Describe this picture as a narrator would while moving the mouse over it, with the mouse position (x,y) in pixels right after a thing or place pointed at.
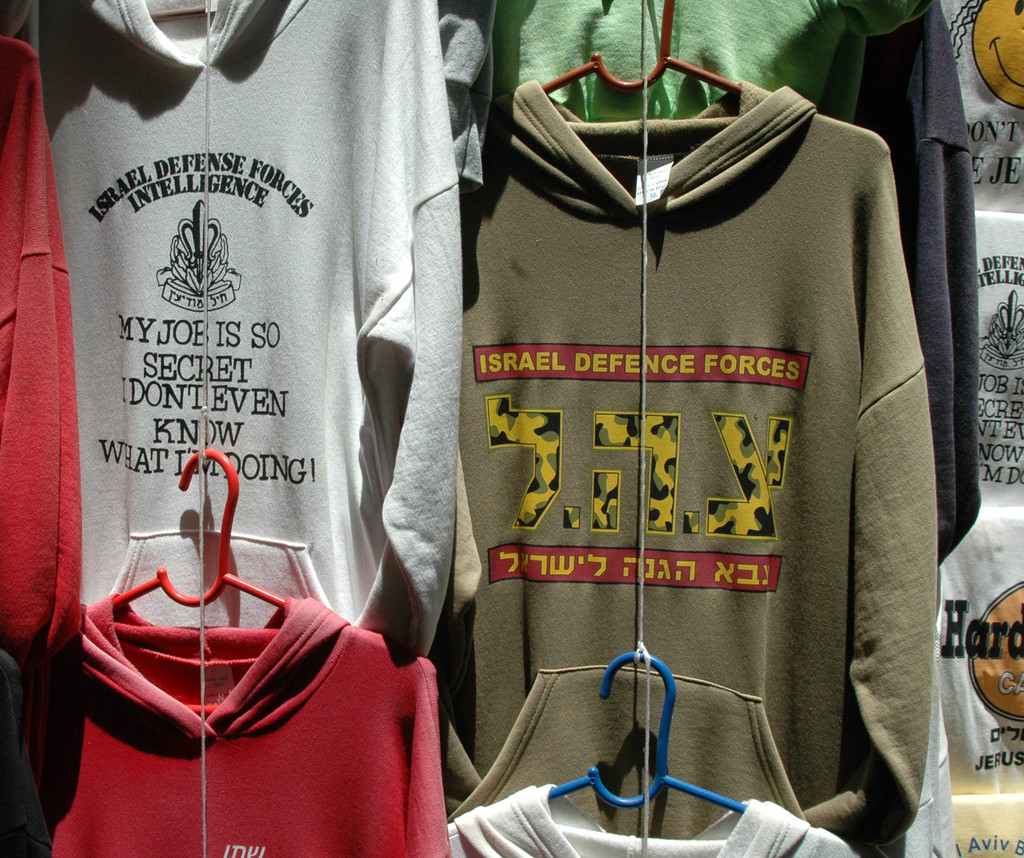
In this image there are a few hoodies (582,286) on the display (451,327).
